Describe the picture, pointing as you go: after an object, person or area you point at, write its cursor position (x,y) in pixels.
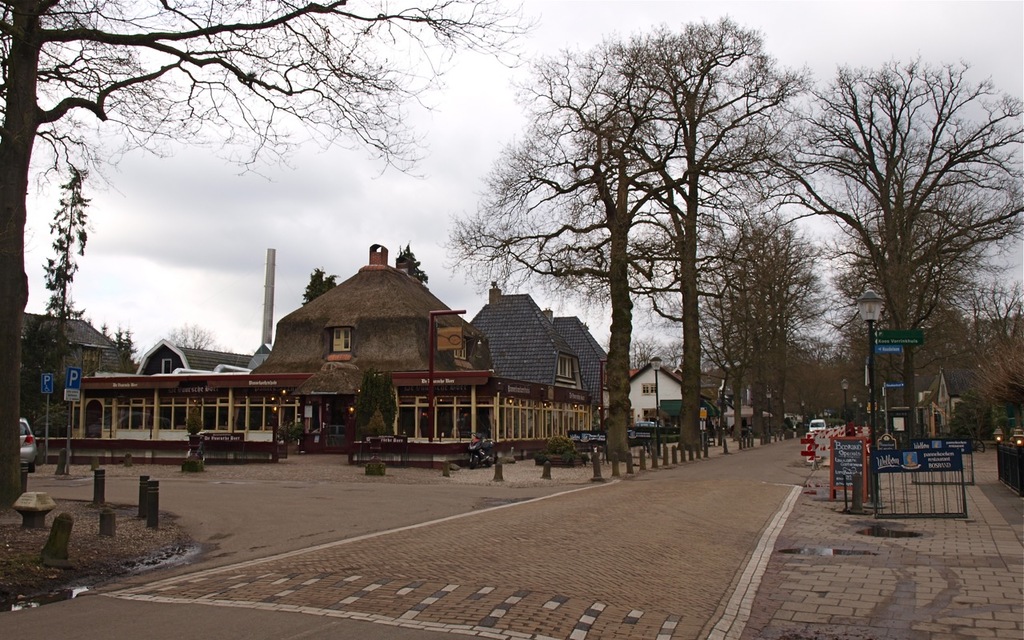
This is an outside view. At the bottom (585,546) there is a road (607,563). On both sides of the road (770,467) I can see the light poles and trees (749,374). On the left side of the image (150,367) there are many buildings (338,361) and also there are some trees (24,354) and poles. There is a car (34,469) on the ground (108,472). In the background (813,431) there are few vehicles (822,421) on the road (717,501). On the right side (911,479) there are few boards (952,470) placed beside the road (745,478). At the top of the image (341,203) I can see the sky (190,234).
